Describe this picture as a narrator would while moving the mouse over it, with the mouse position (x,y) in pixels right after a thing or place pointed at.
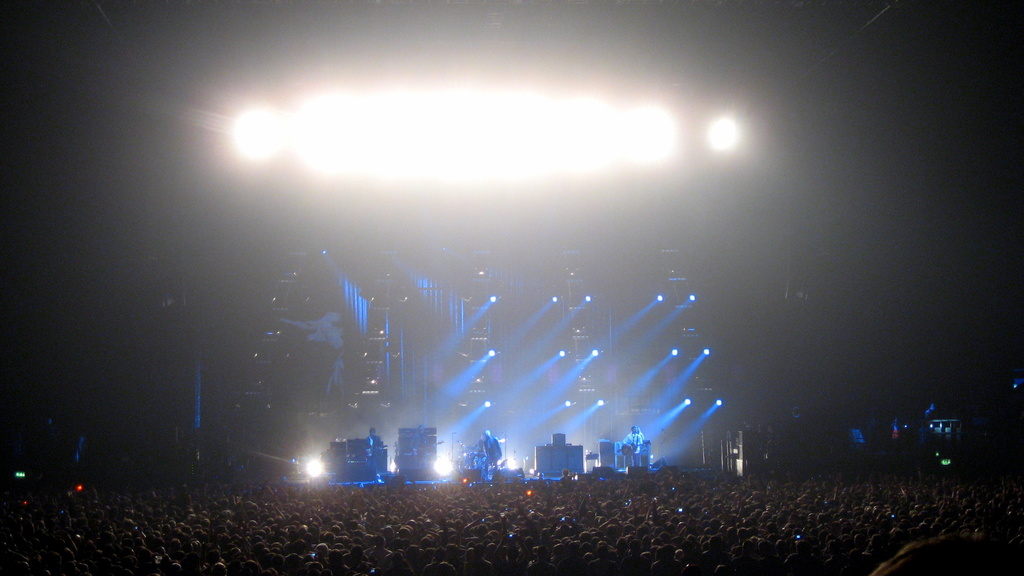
In this image in front (453,519) there are people (593,499). In the background of the image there are people (493,436) playing musical instruments (478,450). There are lights (545,309).
